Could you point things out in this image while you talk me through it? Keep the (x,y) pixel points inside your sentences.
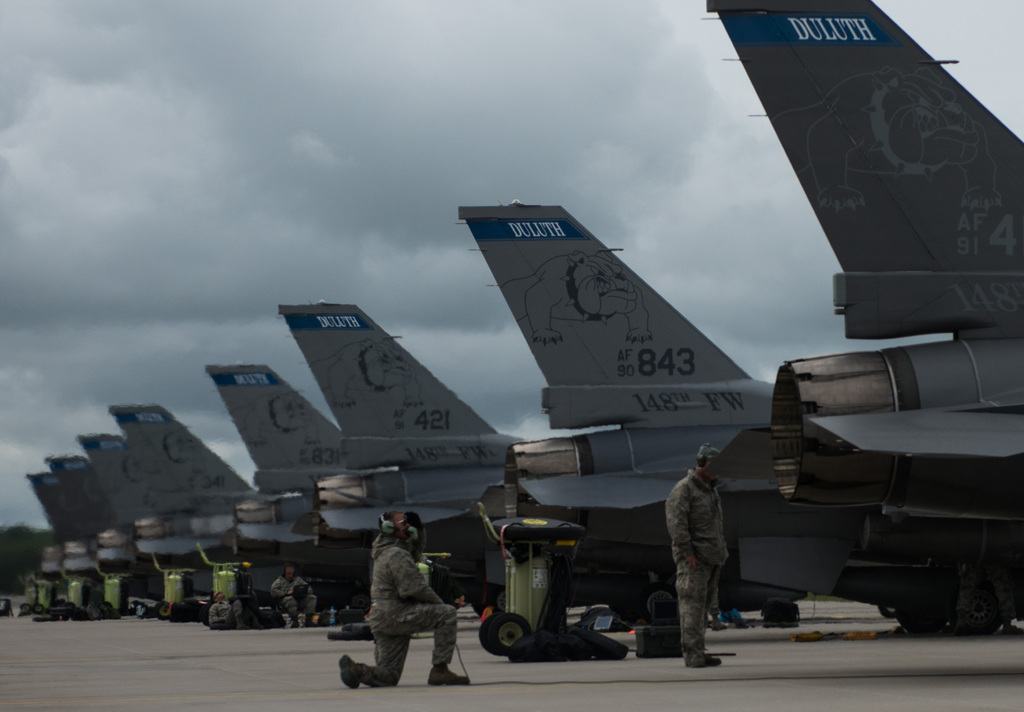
In this image there is the sky (445,129), there are clouds (534,116) in the sky (337,115), there are aircrafts (432,428), there is an aircrafts (904,224) truncated towards the right of the image (887,210), there are persons (310,601), there are objects (644,635) on the ground (476,625).
